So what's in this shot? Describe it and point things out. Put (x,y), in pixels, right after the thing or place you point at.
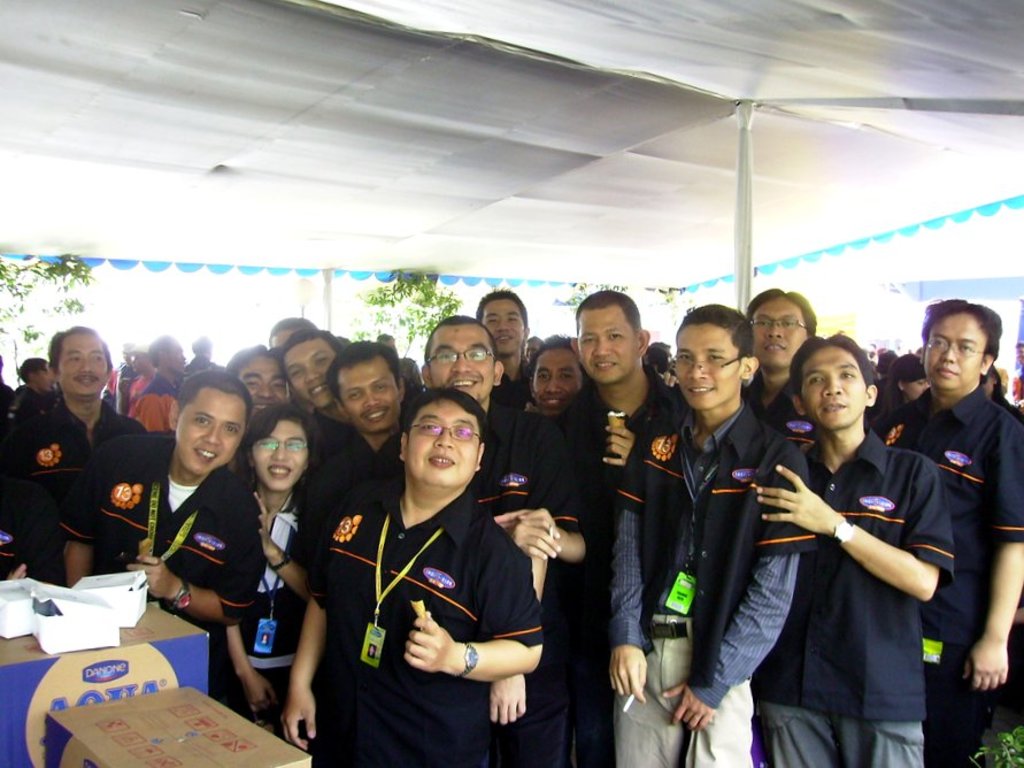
In this picture I can see there are a group of people (474,589) standing here and they are smiling and there are plants (391,319) in the backdrop (396,313). There are cartons (146,670) in the left (112,679) and there is a tent (52,225) here.
